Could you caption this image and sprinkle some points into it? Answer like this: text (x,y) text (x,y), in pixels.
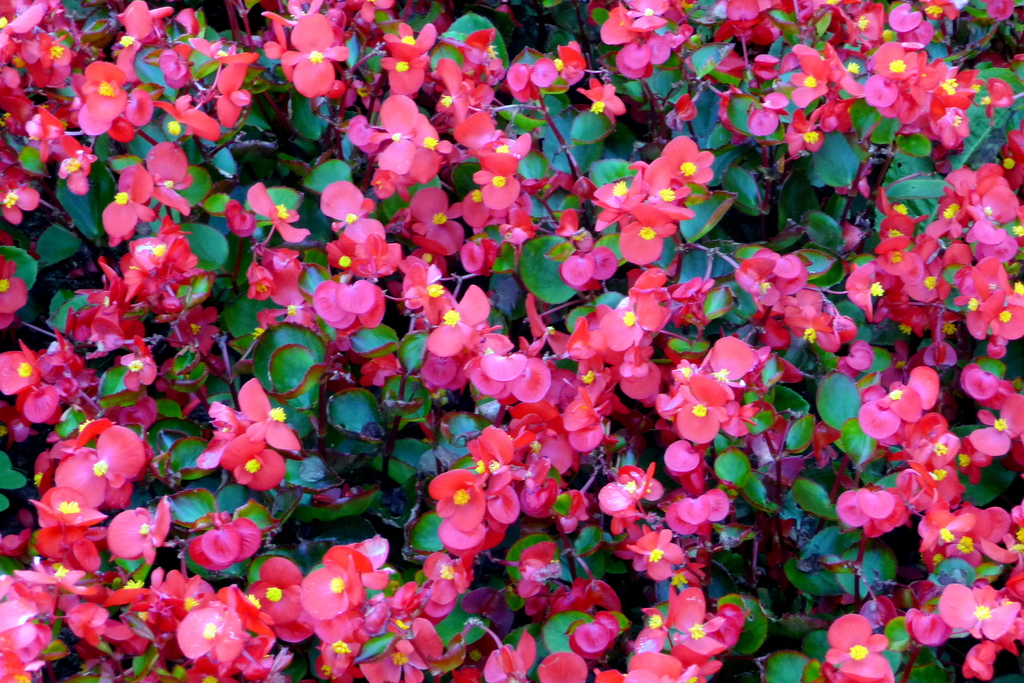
In this image I can see flowers (897,508), leaves (559,121) and branches (661,108).
